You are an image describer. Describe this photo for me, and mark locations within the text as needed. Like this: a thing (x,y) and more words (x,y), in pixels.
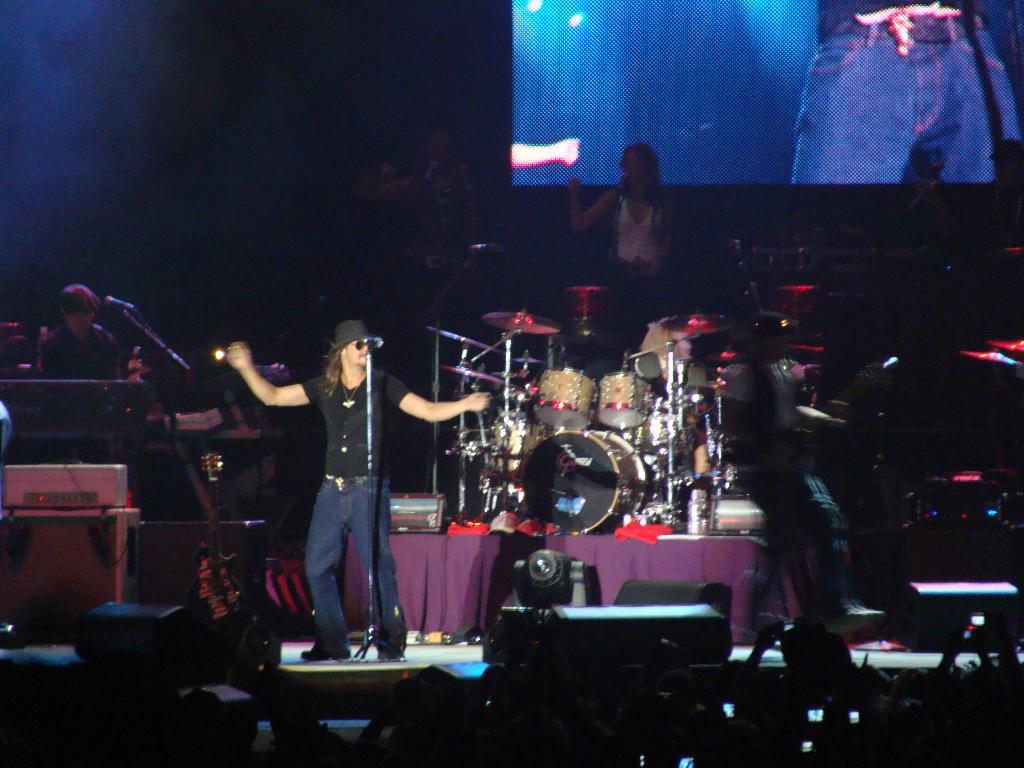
In this image I see few persons (340,366) and I see this man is wearing black and blue dress (373,461) and I see that he is wearing a hat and I see few musical instruments (653,350). In the background (782,2) I see a screen (813,33) on which there is a person's legs (813,151) and it is dark over here and I see the light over here.
